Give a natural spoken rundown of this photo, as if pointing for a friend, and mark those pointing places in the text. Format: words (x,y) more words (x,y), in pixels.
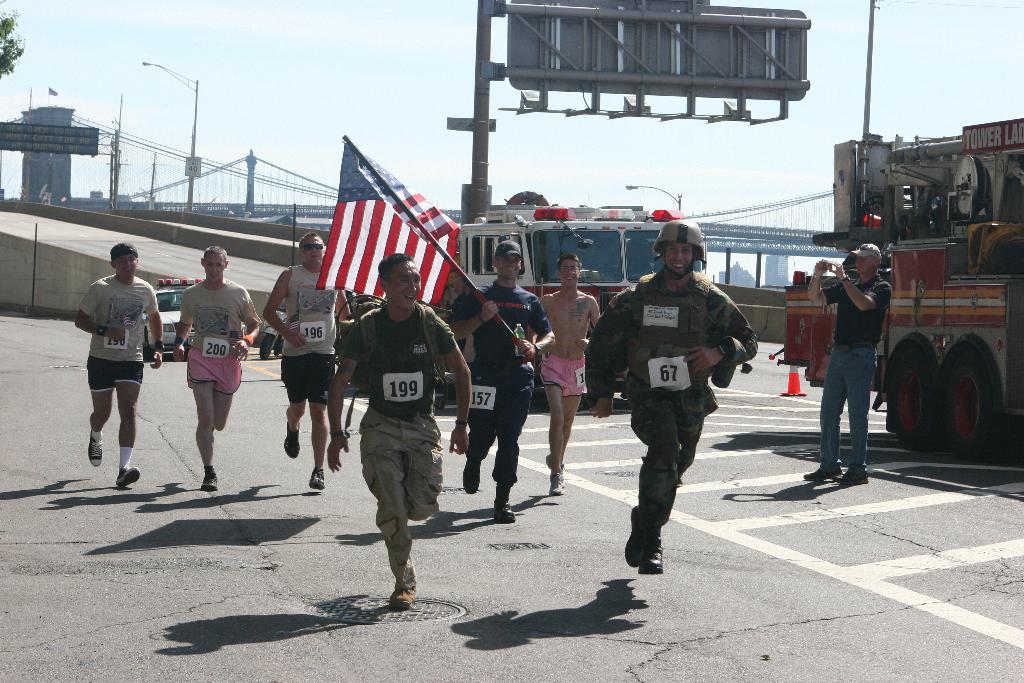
In this image there are some persons (422,471) are running as we can see in middle of this image (461,383). the person (492,409) who is in middle (522,367) is holding a flag (408,246), and there is one person (832,397) standing at right side (869,351) is holding a mobile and wearing a cap (860,254). There is one vehicle (942,305) at right side of this image (939,293) and one more (597,255) at middle of this image (560,253) and there is a pole (488,106) placed in middle of this image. there is a flyover (67,233) at left side of this image (85,276) and there is a bridge (248,208) as we can see in middle of this image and there are some current poles (191,147) at top left side of this image (191,182), and there is a sky (338,63) at top of this image (440,76) and there is a car (167,336) at left side of this image (177,292).
